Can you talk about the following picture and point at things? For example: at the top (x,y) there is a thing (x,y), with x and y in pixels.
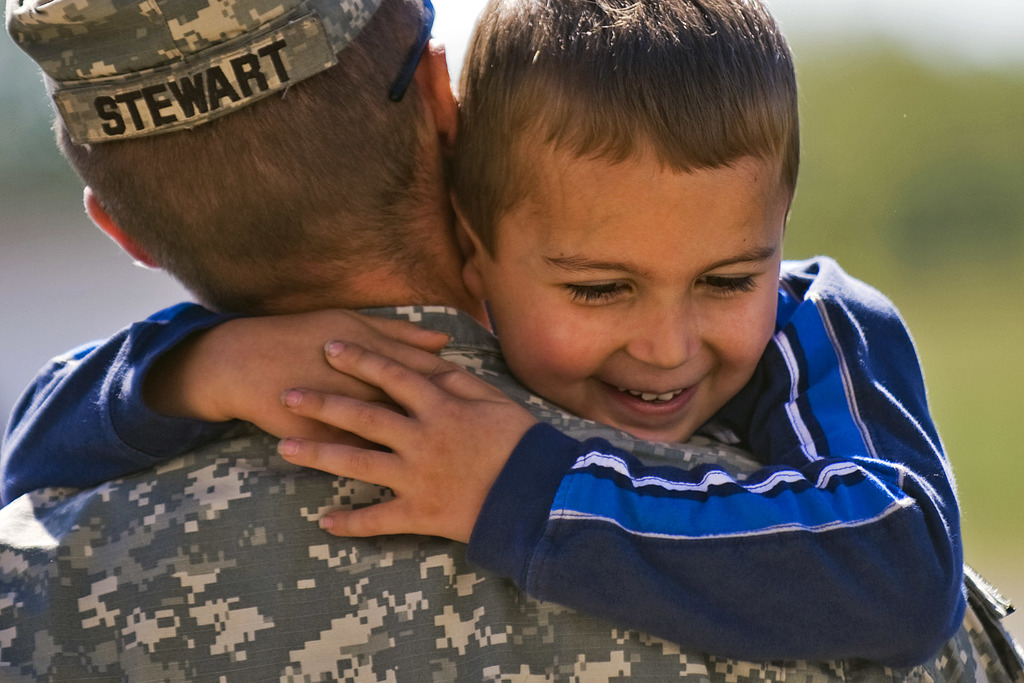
In this image in the front (478,264) there are persons (445,320) hugging each other and there is a boy (617,343) having smile (659,385) on his face (655,310) and the background (879,160) is blurry and there is some text (247,74) written on the cap (181,59) which is in the front (162,78).
